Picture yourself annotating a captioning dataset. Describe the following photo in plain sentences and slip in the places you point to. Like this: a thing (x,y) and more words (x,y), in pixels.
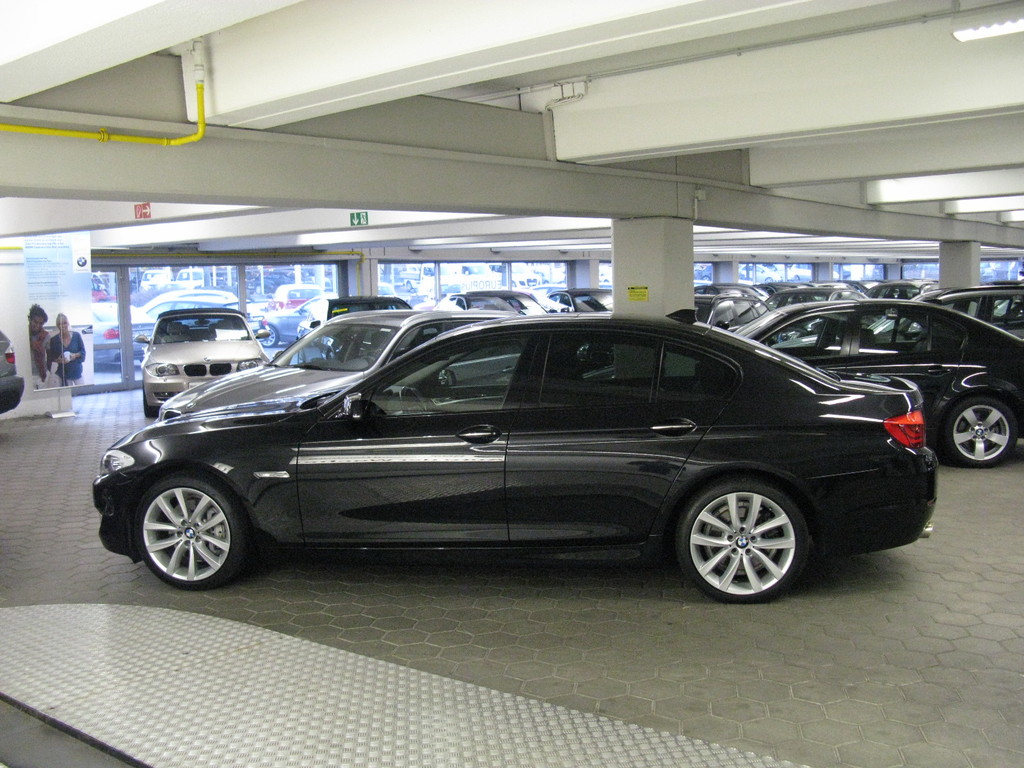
In this image I can see few cars (622,338). There are few pillars (856,84) at the ceiling (595,170).
